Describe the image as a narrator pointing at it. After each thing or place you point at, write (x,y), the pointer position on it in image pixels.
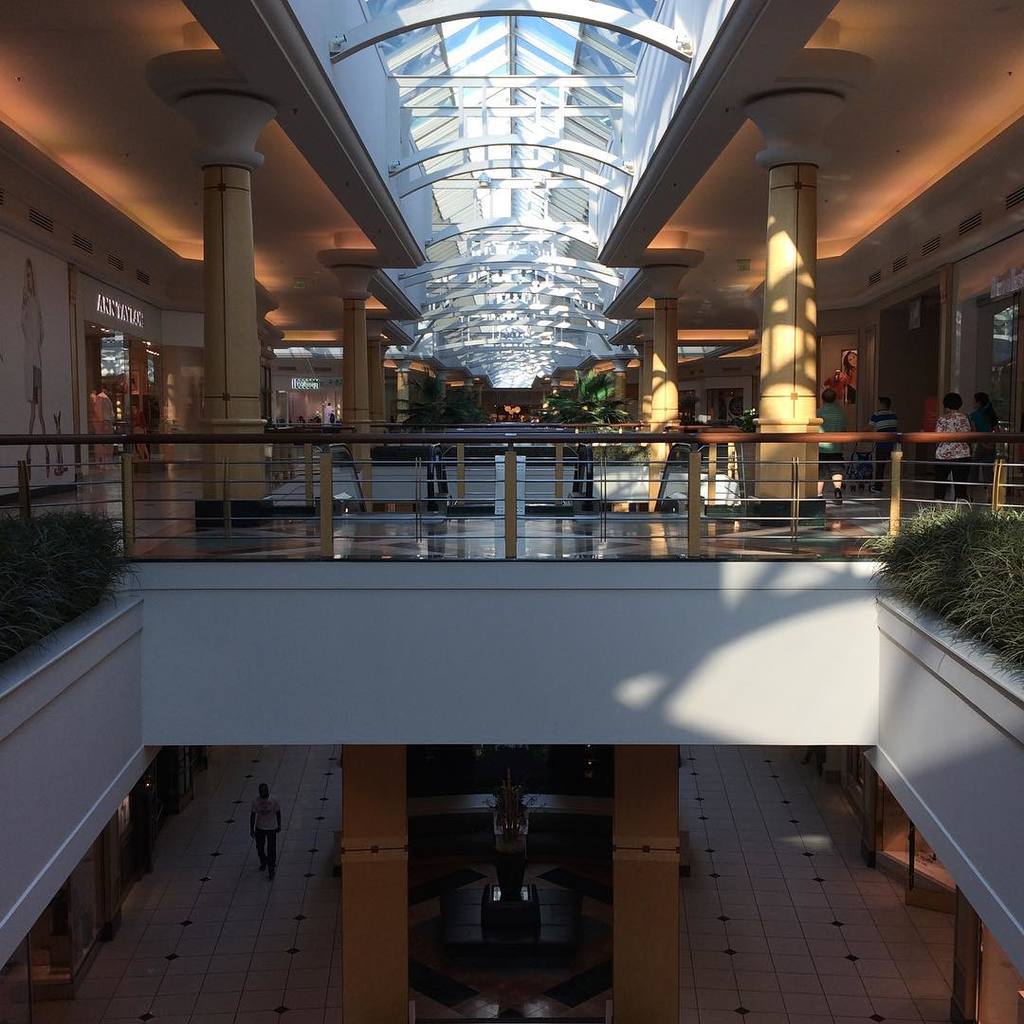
The image is taken inside the building (723,598). In the center of the image (432,515) there is a railing (228,435) and we can see plants (84,559). At the bottom (259,858) there is a man (273,878). In the background (962,451) we can see people (950,426) and pillars (782,302).
